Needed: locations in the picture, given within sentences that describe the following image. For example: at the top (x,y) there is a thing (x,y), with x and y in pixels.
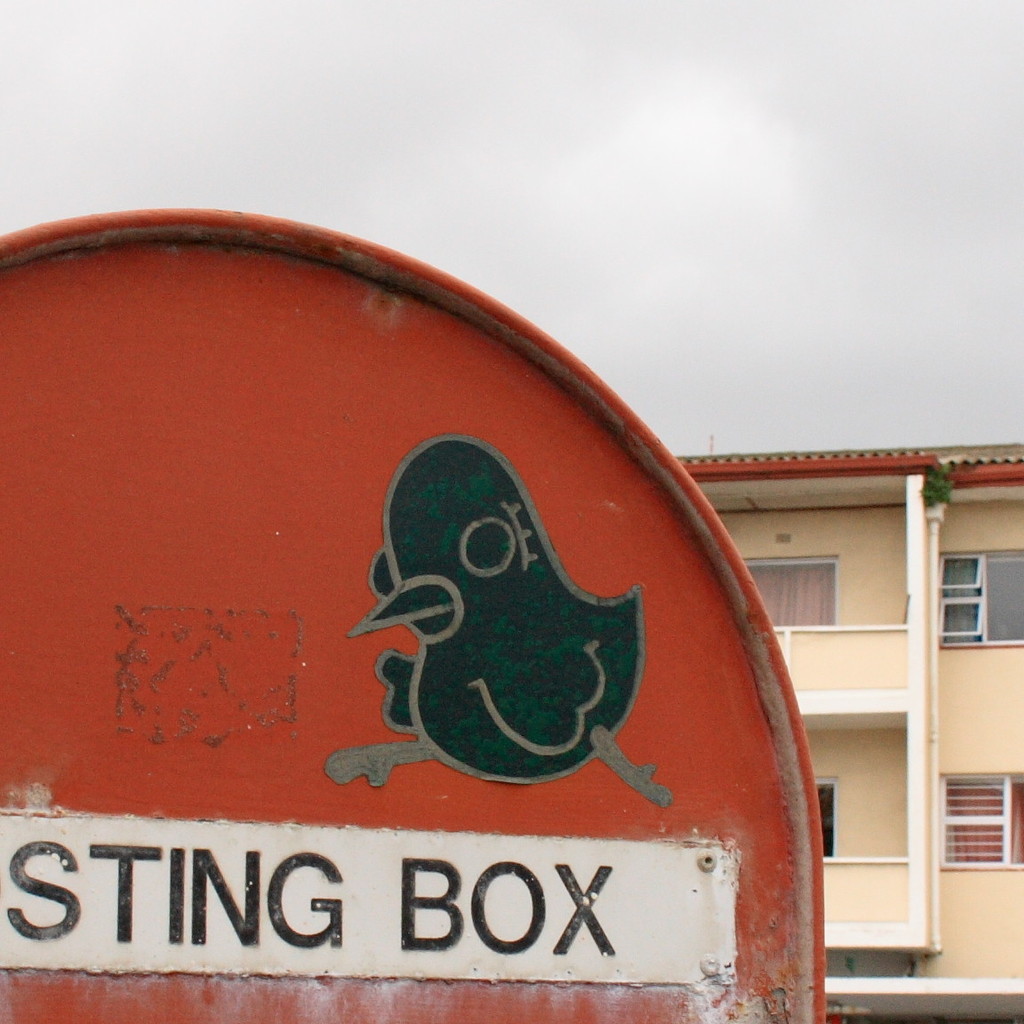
Here we can see a board (341,639) and a building (820,721). In the background (810,362) there is sky (766,336).
